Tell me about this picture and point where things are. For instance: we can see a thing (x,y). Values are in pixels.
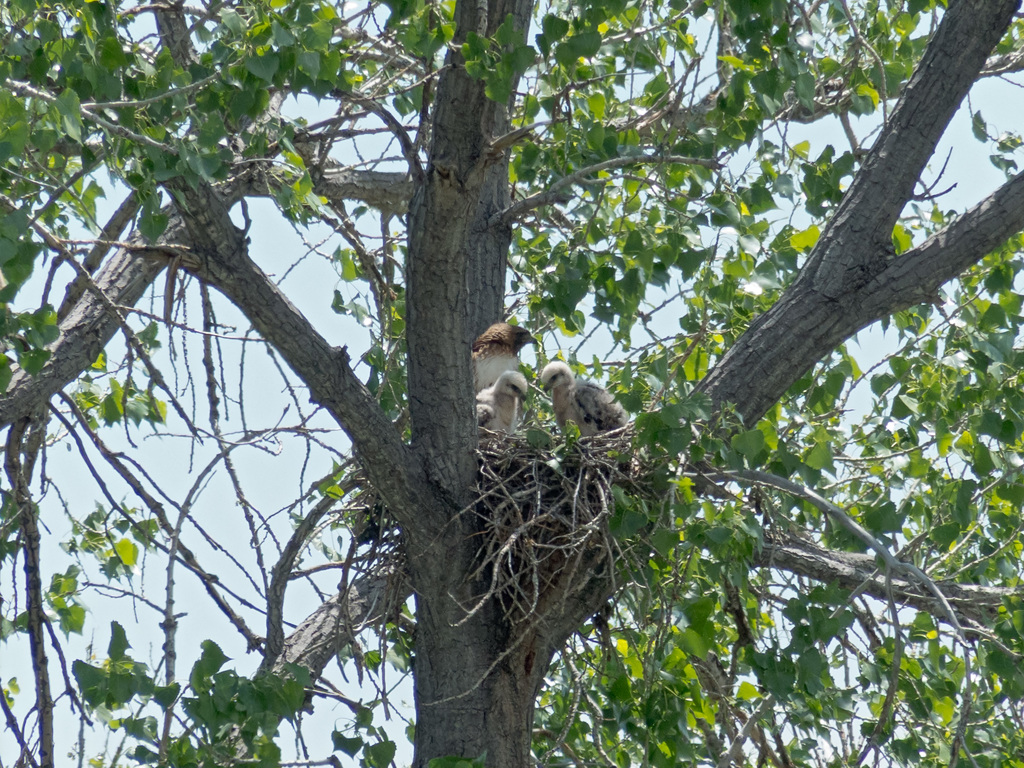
In this image we can see some birds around the nest (536,554) which is placed on the branches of a tree (444,608). On the backside (272,389) we can see the sky (209,508) which looks cloudy.
